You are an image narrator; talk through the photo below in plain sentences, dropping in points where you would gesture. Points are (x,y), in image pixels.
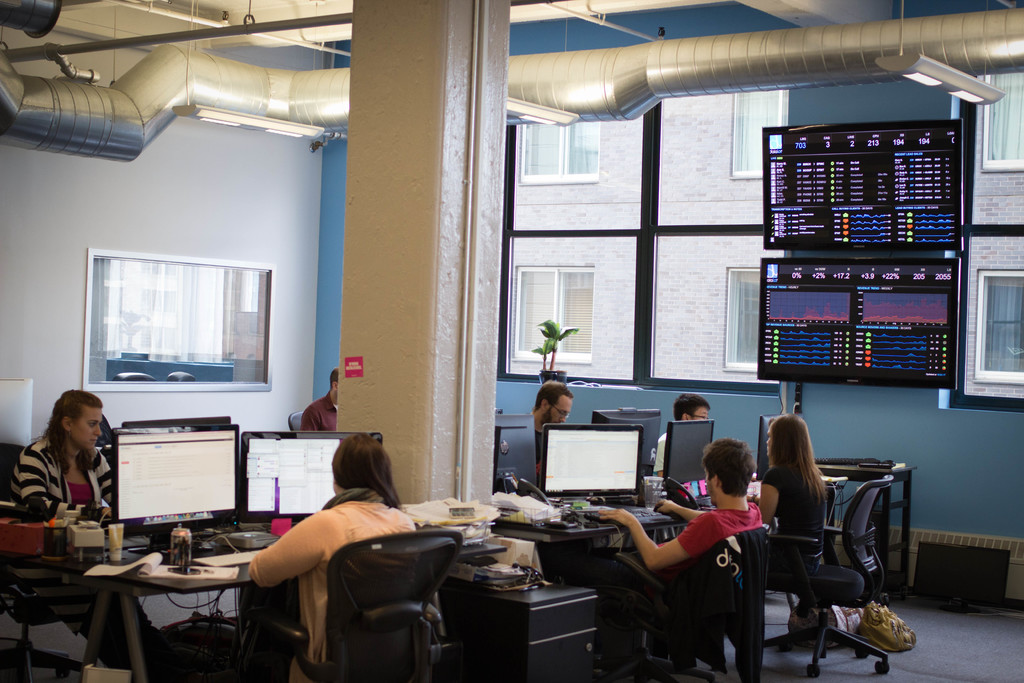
Here we can see some persons (693,539) are sitting on the chairs (418,570). These are the tables (603,517). On the table (525,496) there are monitors (223,463). This is floor (953,619) and there are screens (894,245). This is a pillar (374,285) and this is a window (637,235).
